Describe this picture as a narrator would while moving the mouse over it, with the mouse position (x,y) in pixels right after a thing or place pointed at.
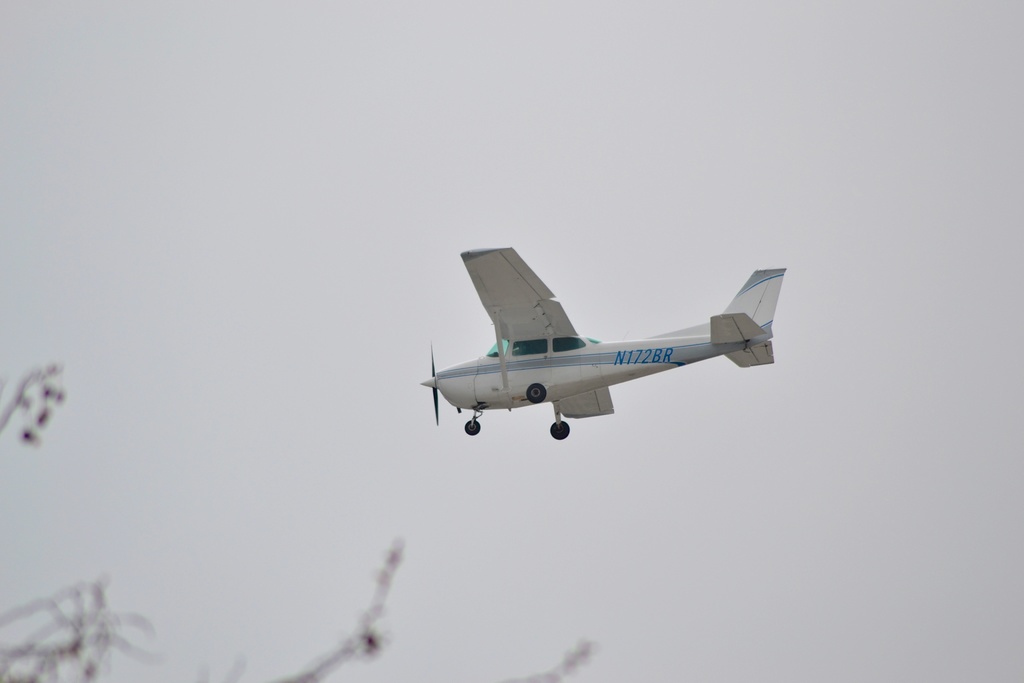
This image consists of a propeller plane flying in the air (548,514). It is in white color. In the background (644,547), there is sky (535,539). At the bottom (36,625), we can see the stems (57,638) of a plant (30,658).
